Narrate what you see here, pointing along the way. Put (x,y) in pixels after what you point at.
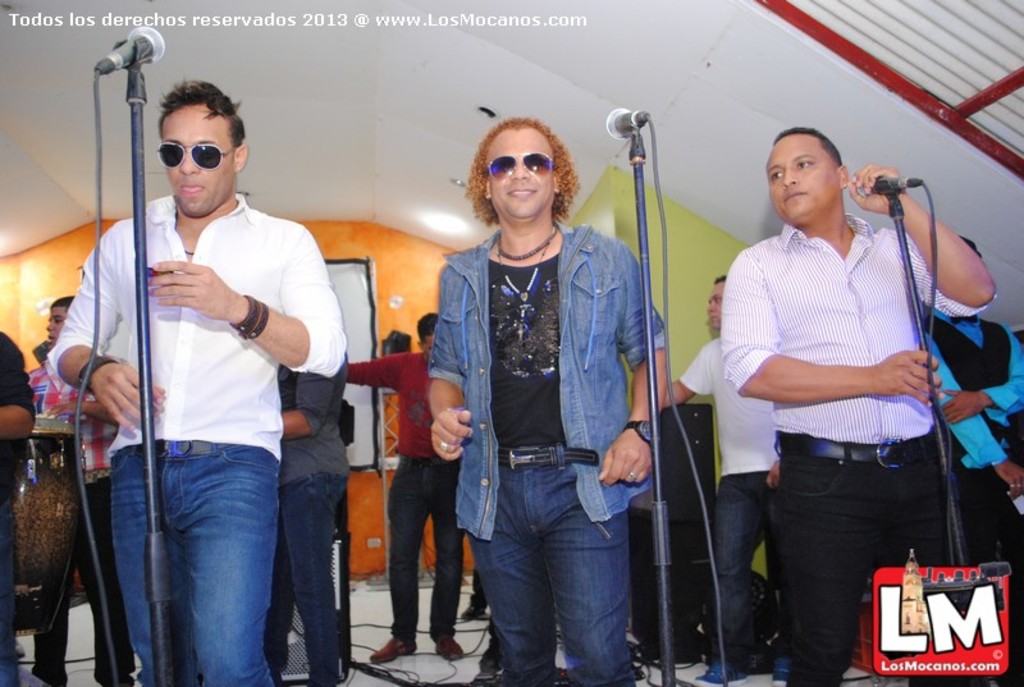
This picture shows a group of people (881,363) standing and we see three people (493,135) in front of a microphone (135,173) and a man (805,182) holding a microphone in his hand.
